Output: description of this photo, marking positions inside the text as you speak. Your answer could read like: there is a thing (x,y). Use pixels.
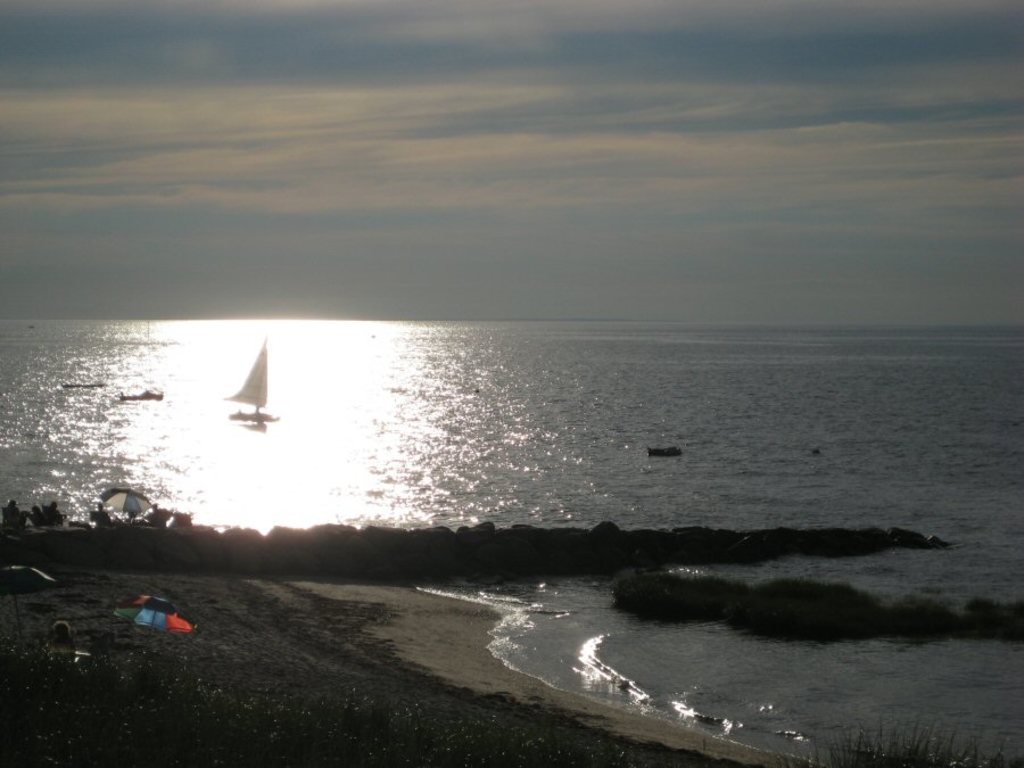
This picture is taken on a sea shore (316,587). On the shore (116,620), there are people (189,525) and umbrellas (177,620). On the ocean (270,425), there is a boat (266,374). At the bottom (231,702), there are plants (280,703).
